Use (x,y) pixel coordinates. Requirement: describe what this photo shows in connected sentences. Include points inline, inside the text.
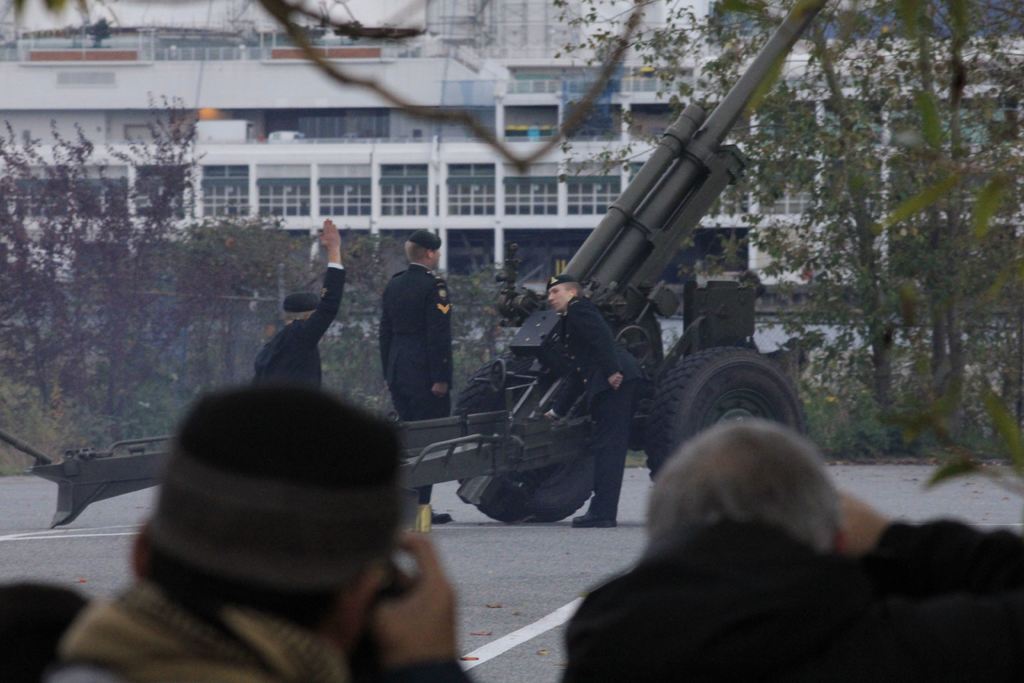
In this picture we can see two people (308,627) and in front of them we can see a howitzer (517,333), three people (578,331) on the road (561,560) and in the background (192,256) we can see trees (900,252), building (549,232) and some objects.
